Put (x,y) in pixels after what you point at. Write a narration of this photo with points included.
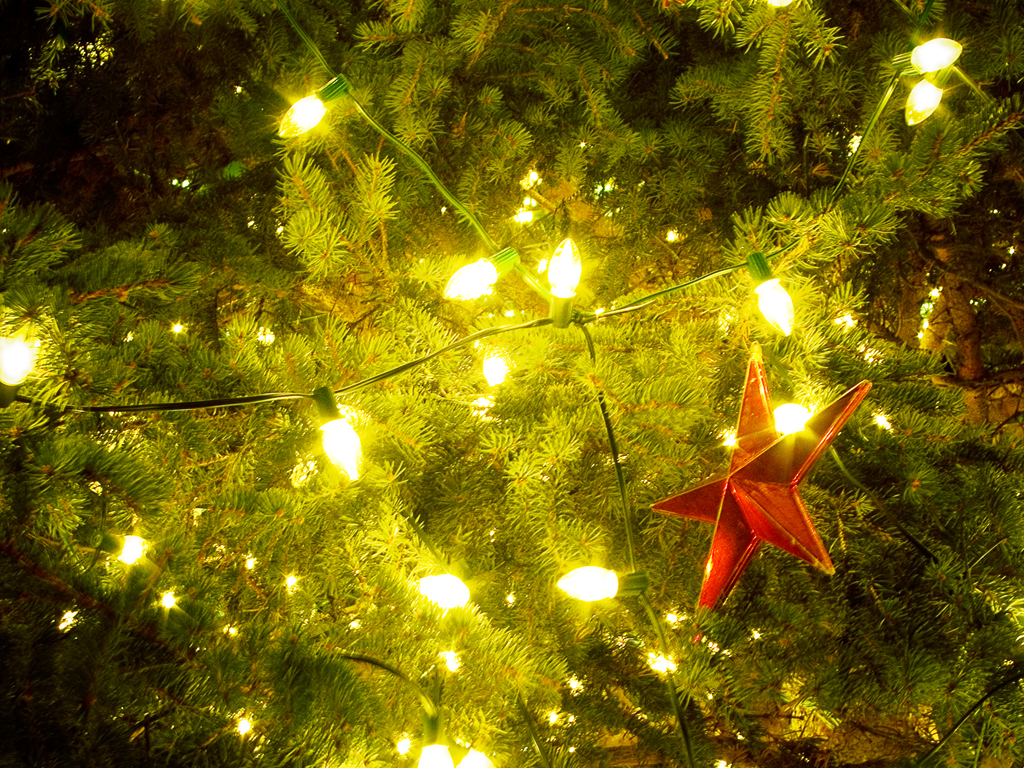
In this image we can see a Christmas tree (541,481), there is a star (788,497), and serial lights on it.
